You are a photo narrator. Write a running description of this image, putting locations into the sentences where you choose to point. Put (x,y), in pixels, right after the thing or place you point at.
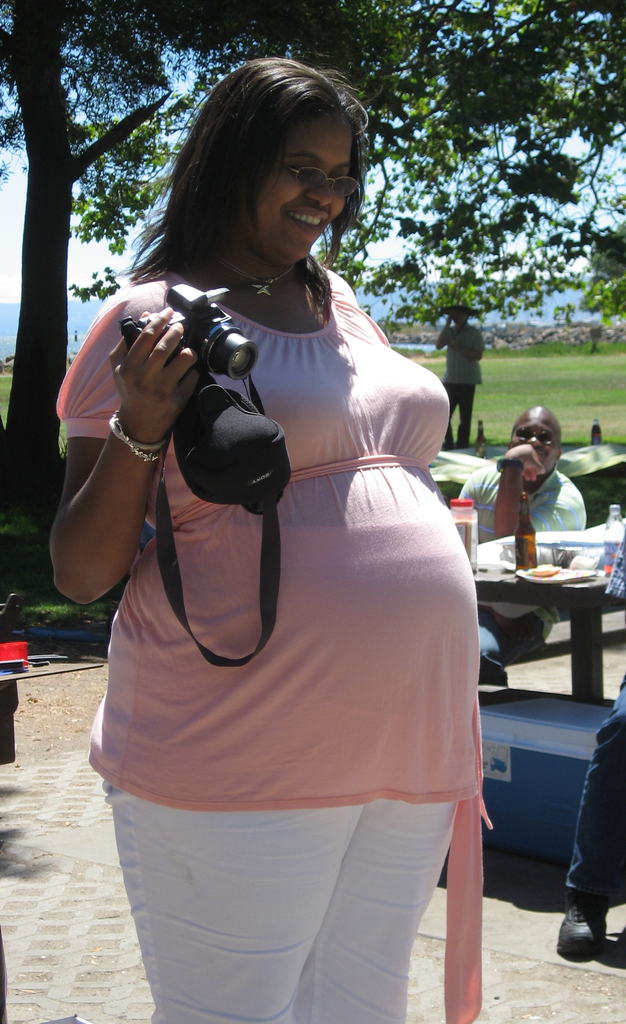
In this image I see a woman (173,200) who is standing and she is holding a camera (200,364) and its bag (262,439). I can also see that she is smiling. In the background (461,344) 3 persons (471,337), a table (500,583) on which there are bottles (468,543) and other few things (561,557) and I see the grass (69,614) and the tree (414,240).
